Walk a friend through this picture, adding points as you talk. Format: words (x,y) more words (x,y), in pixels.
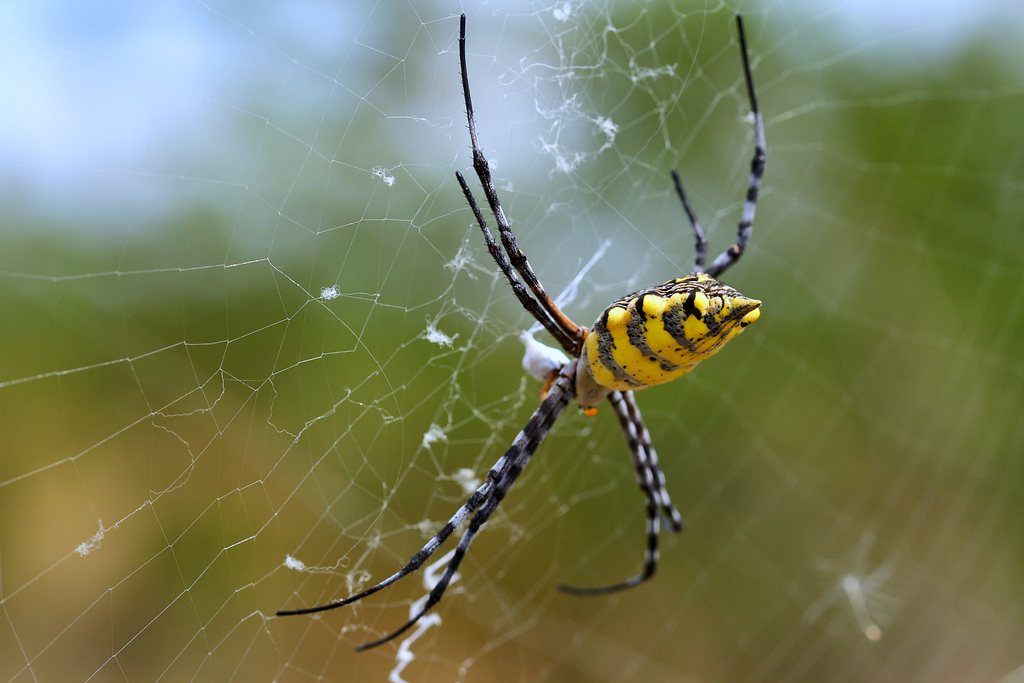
There is a spider (690,330) on a web (337,148) in the foreground area of the image (427,248) and the background (758,384) is blurry.
